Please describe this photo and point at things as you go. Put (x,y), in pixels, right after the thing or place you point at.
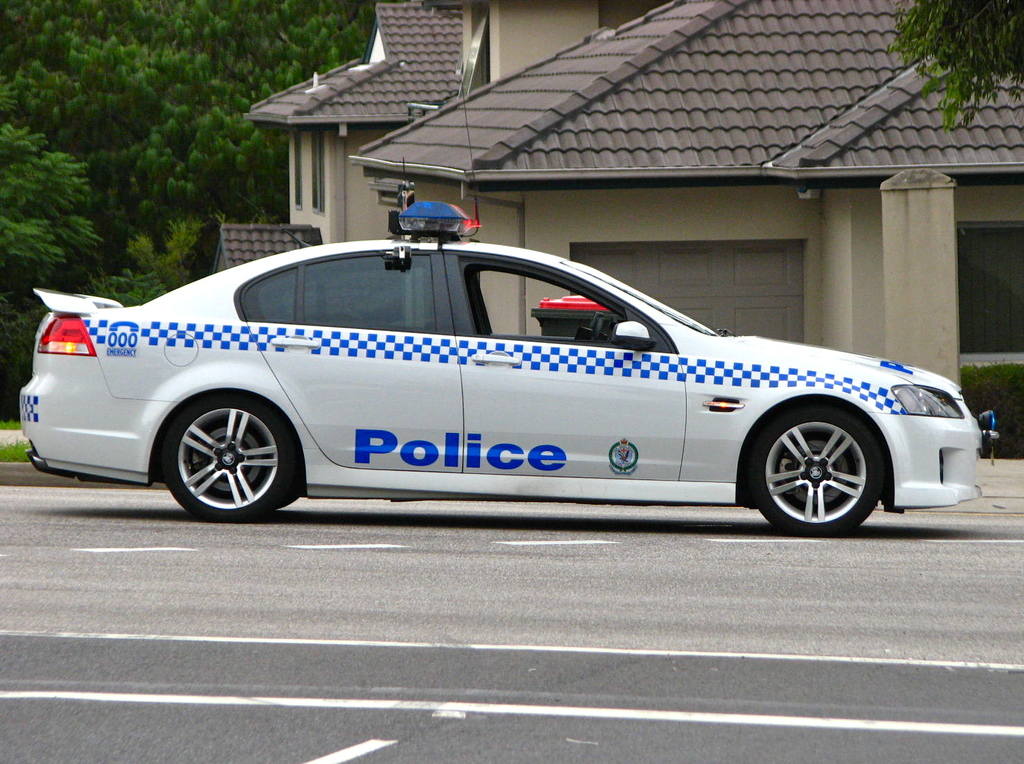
In this image we can see police car (496,427) which is in white and blue color is on the road (42,576) and in the background of the image (262,148) there are some houses (286,105) and trees (117,150).
